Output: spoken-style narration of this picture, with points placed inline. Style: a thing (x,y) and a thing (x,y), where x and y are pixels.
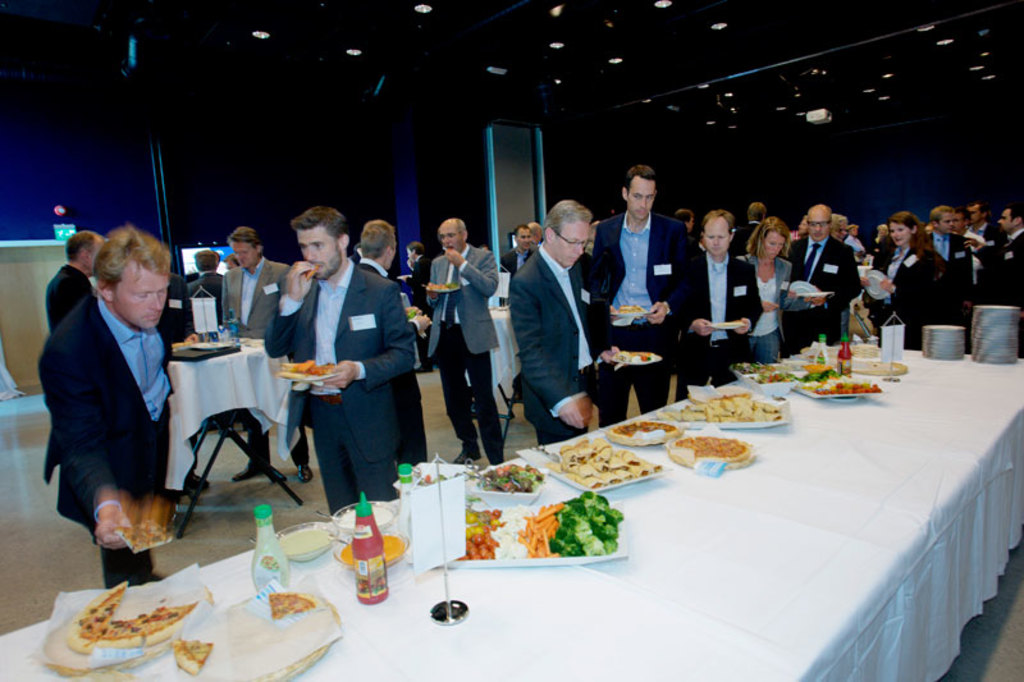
There is a group of persons (386,296) standing and holding some plates (625,316) and eating some food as we can see in the middle of this image (656,313). There is a table (237,392) covered with a white color cloth (204,386) on the left side of this image (225,370). There is a wall (111,209) in the background (490,199). There is a table (694,627) covered with a white color cloth (741,571) at the bottom of this image (694,575). There are some food items (726,444) and some bottles (376,546) are kept on it. There are some lights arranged as we can see at the top of this image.
